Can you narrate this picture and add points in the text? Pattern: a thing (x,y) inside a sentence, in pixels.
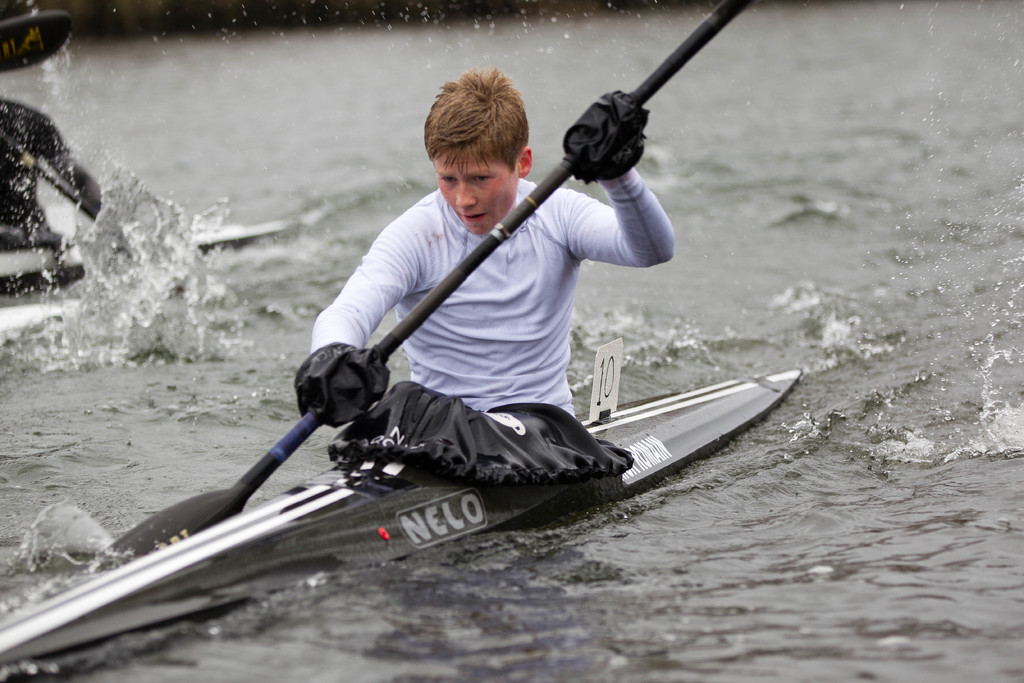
In the foreground of the picture (343,303) I can see a person (417,239) in the sea kayak vehicle (614,415). I can see another person (2,203) in the sea kayak vehicle (5,279), though face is not visible.
